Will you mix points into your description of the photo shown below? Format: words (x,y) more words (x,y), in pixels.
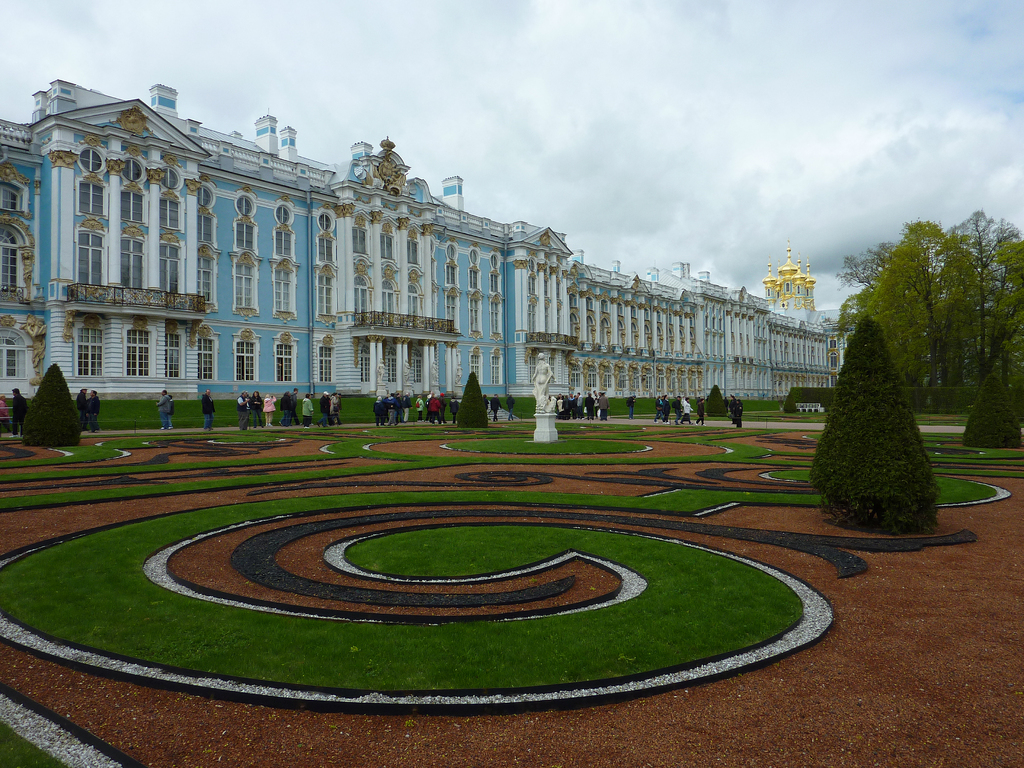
In this image there is a statue (536,425) on the land (563,499) having some grass (640,629) and plants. Few persons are on the path (766,423). Background (81,213) there is a building (641,351). Right side (1003,345) there are few trees (858,278). Top of the image (651,140) there is sky (711,119).
